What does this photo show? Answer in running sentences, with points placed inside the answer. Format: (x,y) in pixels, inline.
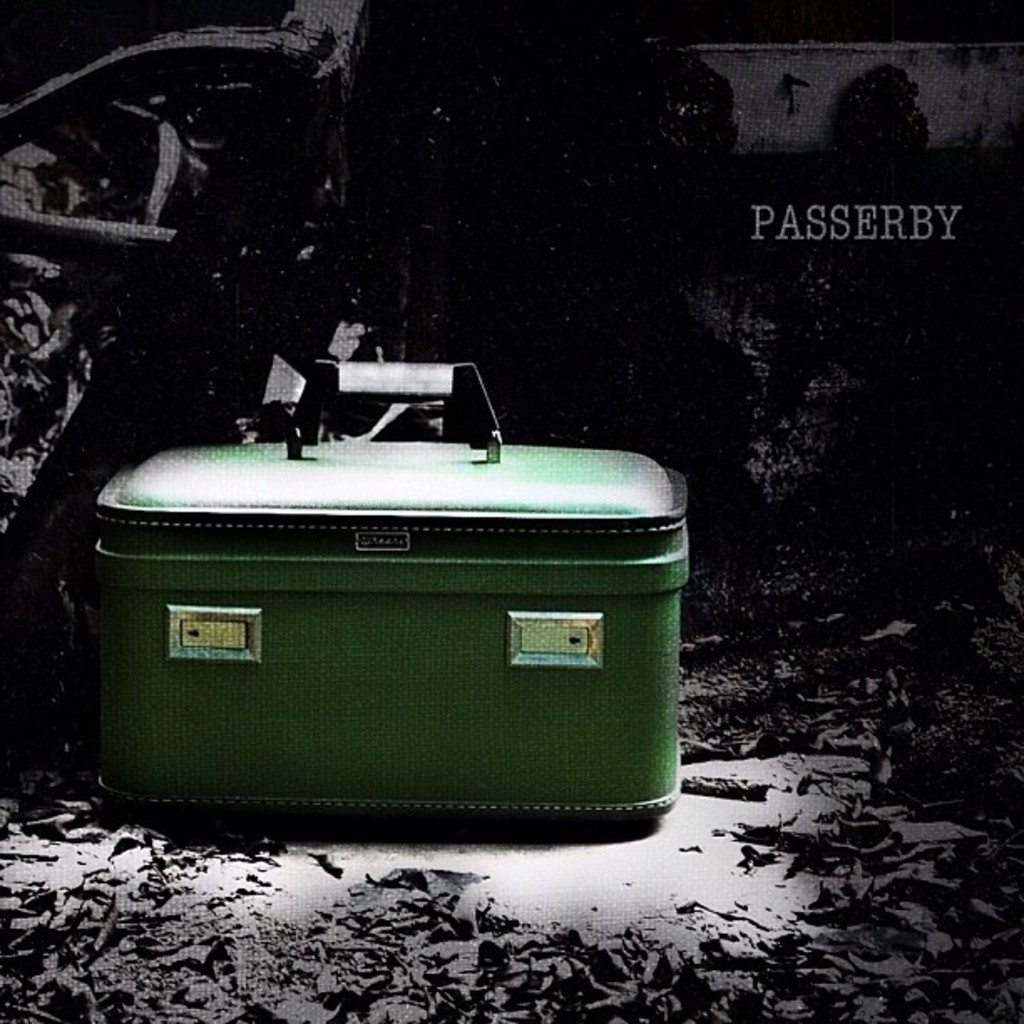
there is a green color briefcase (491,591), which has a black handle (442,398) placed on the floor (711,910). at the back (761,230) passerby is written in the background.
